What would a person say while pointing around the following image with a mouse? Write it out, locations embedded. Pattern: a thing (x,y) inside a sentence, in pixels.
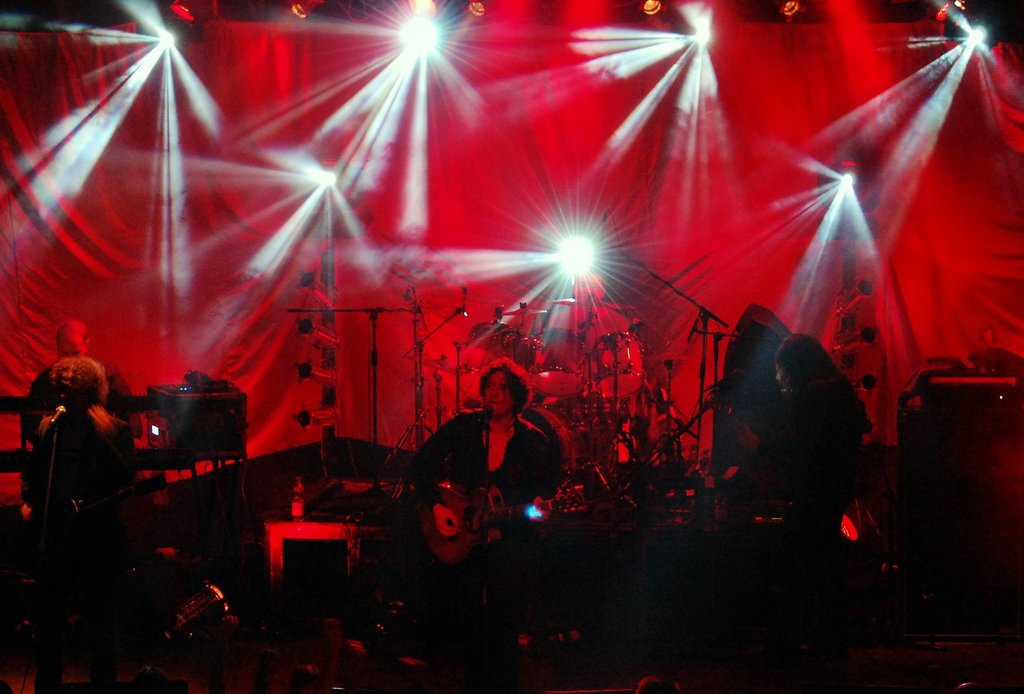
Here we can see three persons (539,516) are playing guitar (781,503). There is a person (94,433) standing on the floor (284,684) and there are some musical instruments (157,405). In the background (479,147) we can see a curtain (630,299) and lights (563,285).
